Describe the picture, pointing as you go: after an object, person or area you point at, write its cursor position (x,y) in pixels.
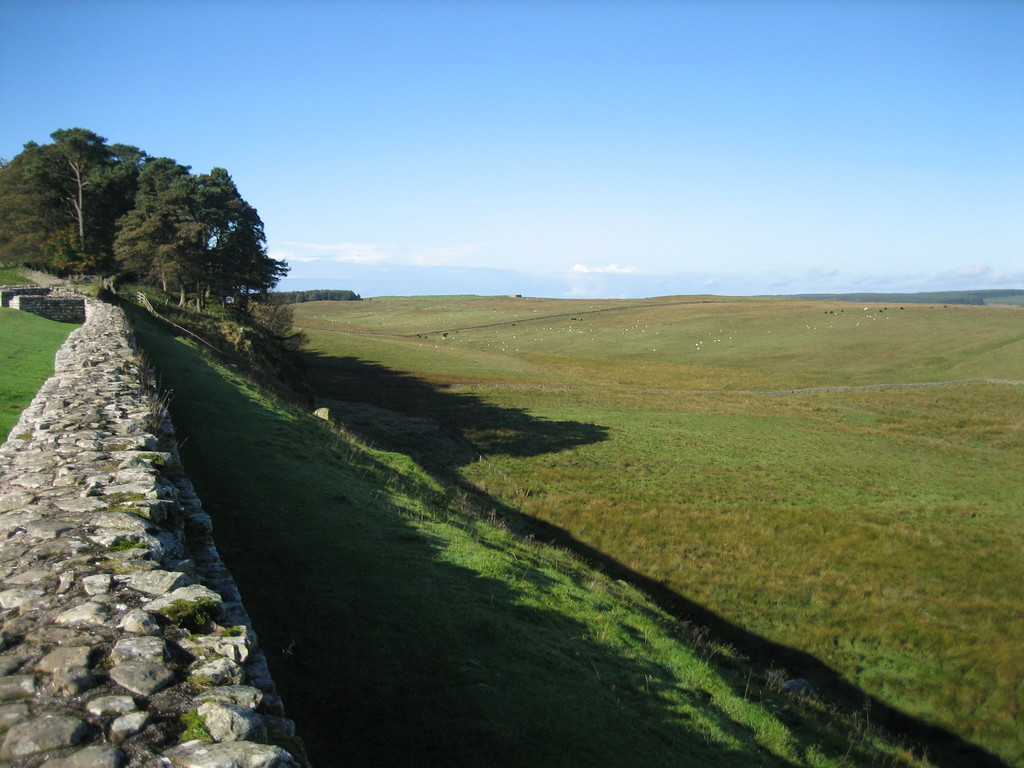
In this picture there are trees (54,220). On the left side of the image (76,496) there is a wall (73,716). At the top (773,70) there is sky (661,88) and there are clouds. At the bottom (690,607) there is grass (637,557).
